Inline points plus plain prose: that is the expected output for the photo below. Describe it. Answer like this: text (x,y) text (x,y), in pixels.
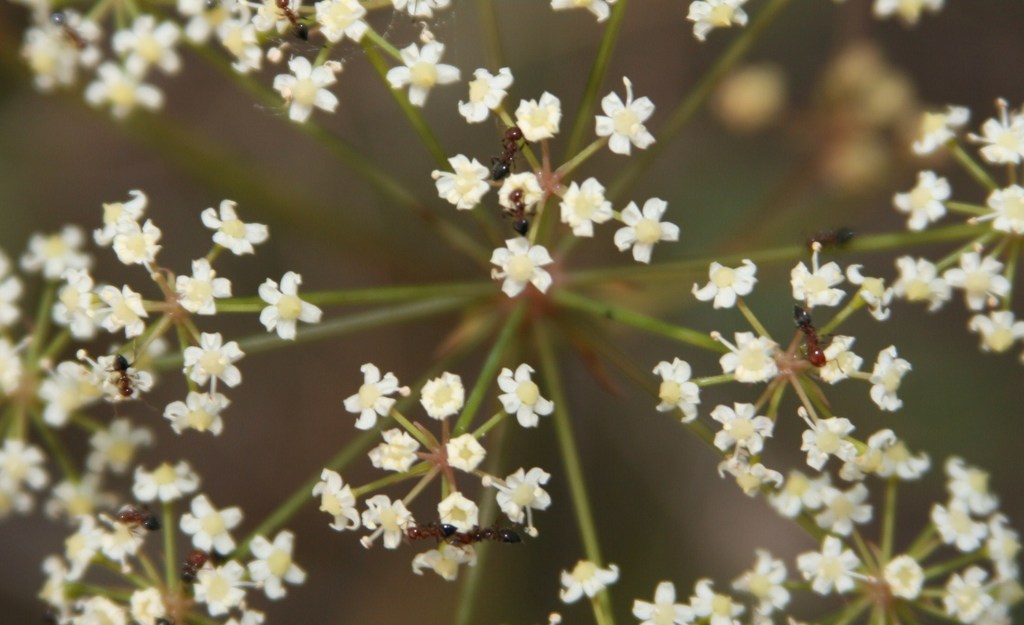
In the image on the stems (516,316) there are white flowers (443,518). On the flowers (298,70) there are ants (524,212). And there is a blur image in the background (800,176).
